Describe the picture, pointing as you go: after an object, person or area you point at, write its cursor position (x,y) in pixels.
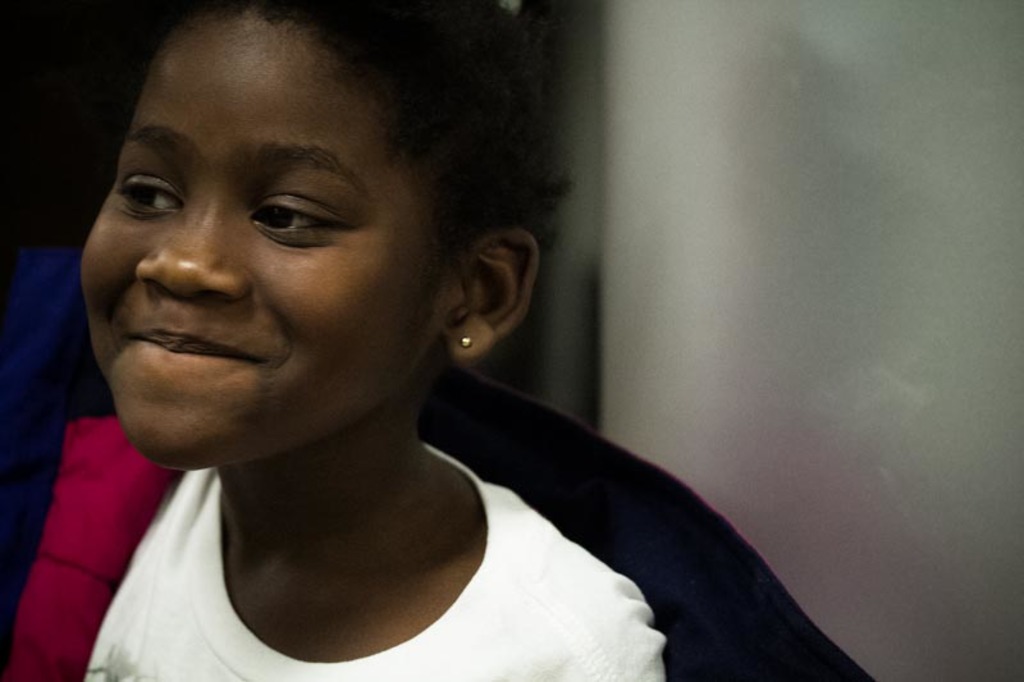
In the image we can see a child (397,534) wearing clothes (152,476), ear studs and the child (178,445) is smiling. The background (920,249) is blurred.
